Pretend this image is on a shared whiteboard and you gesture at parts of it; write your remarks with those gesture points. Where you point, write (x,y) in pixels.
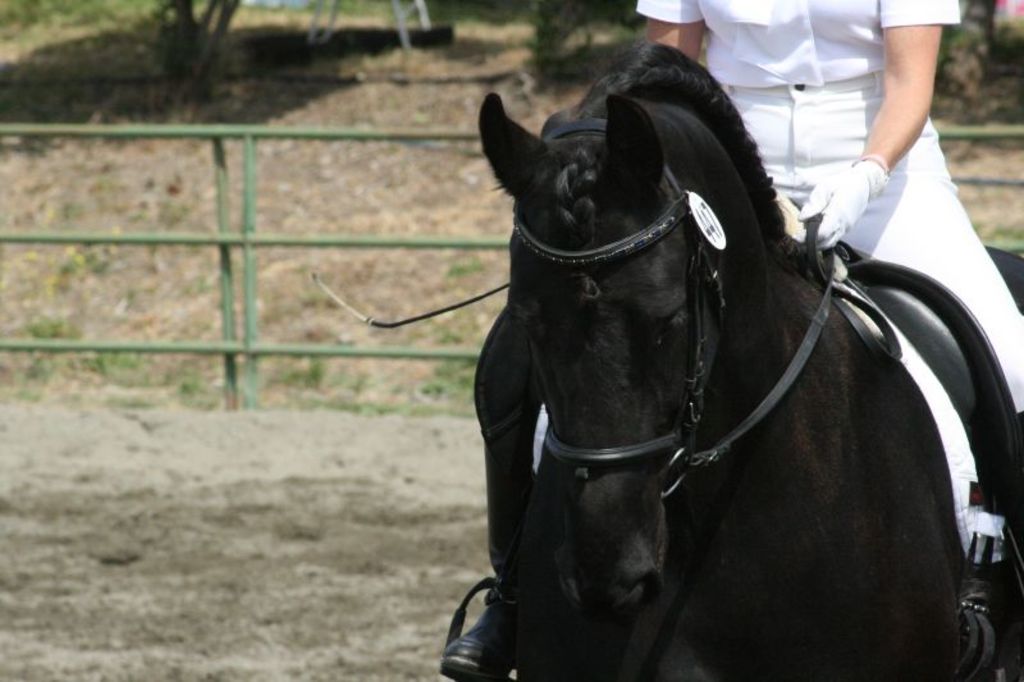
In this image I can see a horse (617,363) on the right hand side (758,139) and a person (844,62) sitting on the horse (639,153). I can see some fencing (220,233) behind on the ground (214,594). The background (391,96) is blurred.
